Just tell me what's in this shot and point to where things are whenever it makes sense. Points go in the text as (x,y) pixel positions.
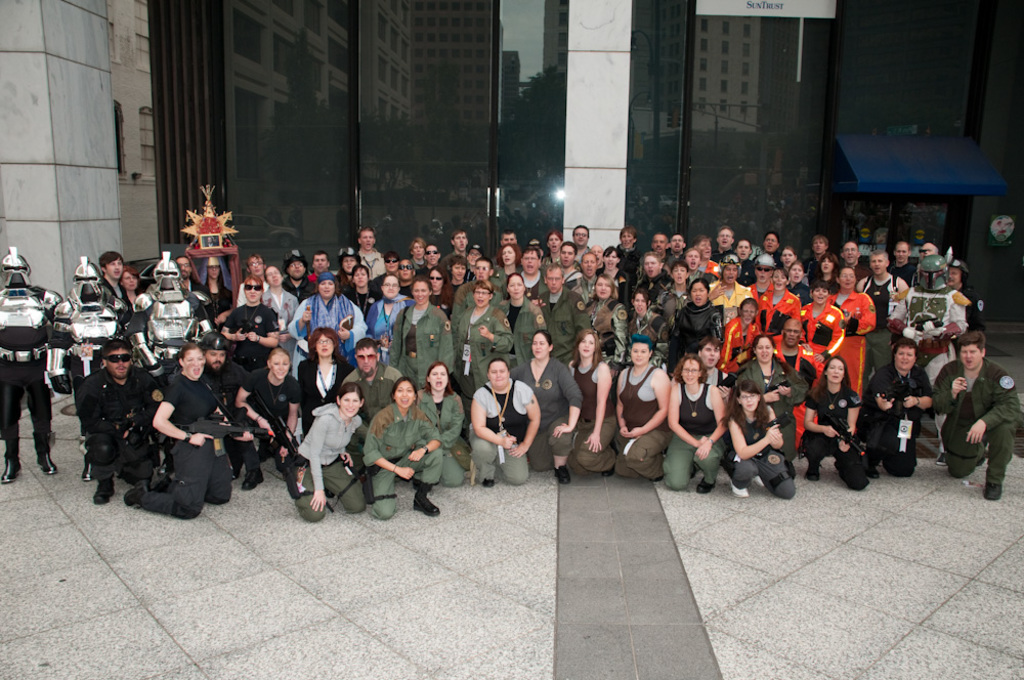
In this image in the center (549,358) there are some persons (647,390) standing and some of them are sitting on their knees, and some of them are holding guns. On the right side (926,309) and left side (76,339) there are some persons (59,333) who are wearing some costumes (54,347) and standing, at the bottom (520,602) there is floor (218,602). In the background (183,111) there is a building (71,115) and wall (76,156).
